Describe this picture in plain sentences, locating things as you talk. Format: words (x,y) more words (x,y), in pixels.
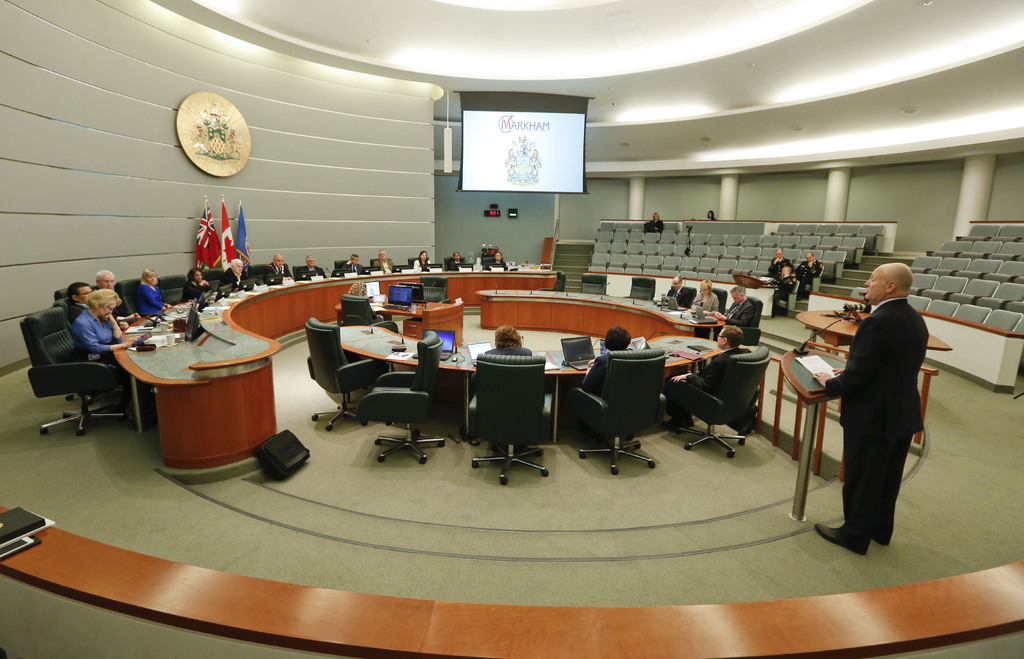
This is a conference room (561,451). Here we can see all the persons (117,325) sitting on chairs (138,303) in front of a table (622,320) and on the table (407,328) we can see boards (497,270), papers (383,295), computer screens (400,295), laptops (444,351). This is a floor (397,504). Here we can see one man (844,421) standing in front of a podium (813,400). This is a screen (506,167). These are flags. These are empty chairs (745,261) and few people (788,268) are sitting here.
